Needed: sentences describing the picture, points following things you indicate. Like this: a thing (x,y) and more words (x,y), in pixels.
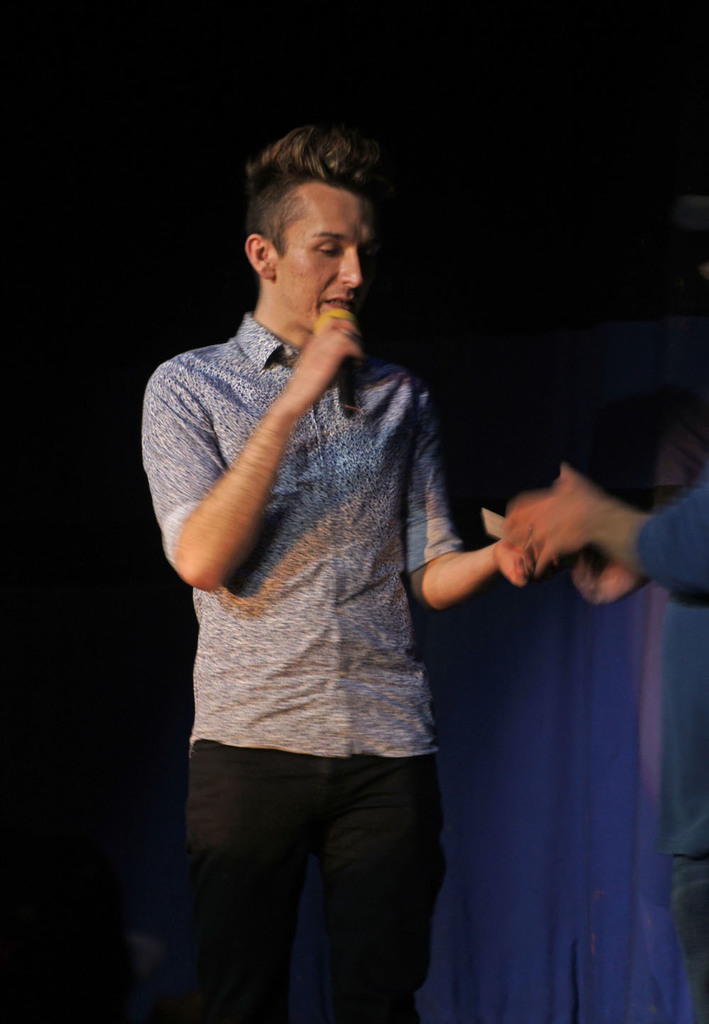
In this image there is a person (235,619) wearing blue color floral shirt (286,659) standing and holding a microphone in his hand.
